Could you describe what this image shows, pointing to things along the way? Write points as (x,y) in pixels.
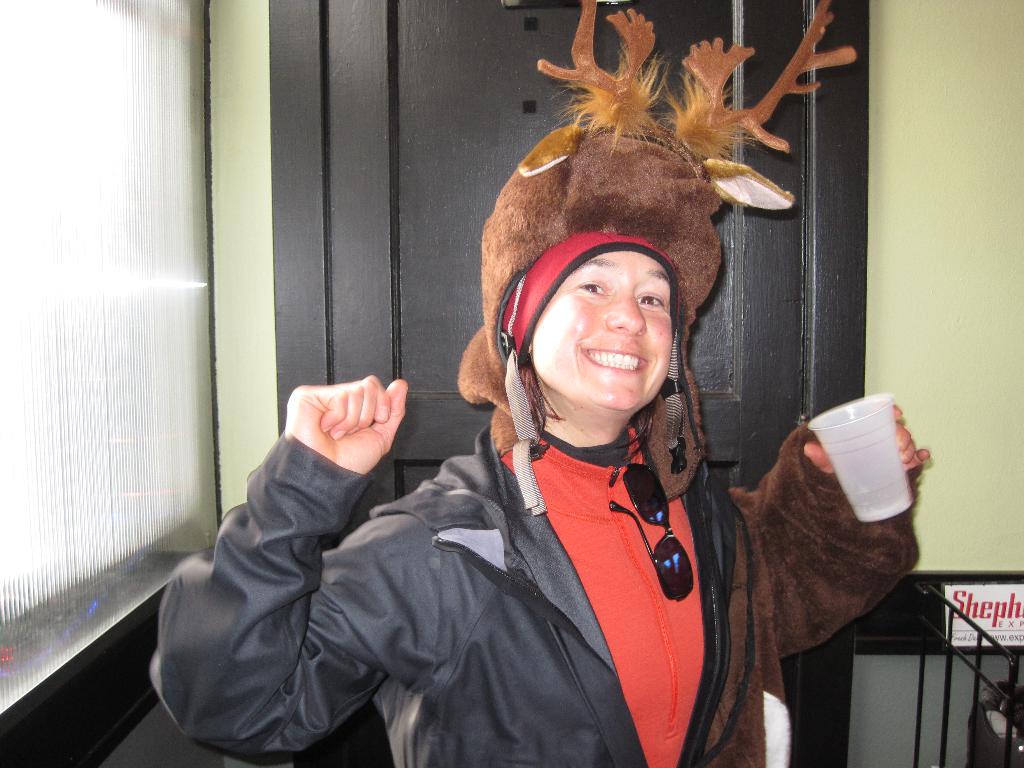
In this image I can see a woman (665,431) in the front (499,490) and I can see she is wearing jacket (547,628) and a cap (622,201). I can also see she is holding a white glass (878,434) and on her face (578,348) I can see smile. I can see a black shades (677,586) on her chest (642,556). In the background (807,329) I can see black colour door (699,326) and on the right side of this image (979,669) I can see a white colour board (972,635), railing (963,619) and on the board (972,609) I can see something is written.
